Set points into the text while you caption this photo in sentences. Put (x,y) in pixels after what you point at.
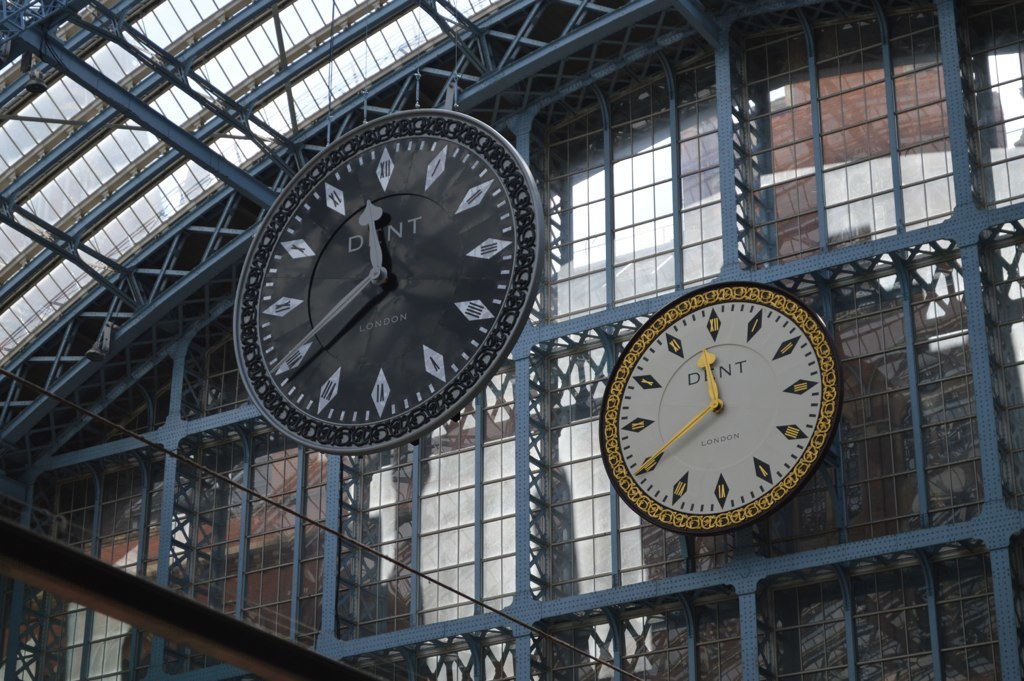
This picture shows a building (992,120) and we see a metal fence (961,147) and we see couple of clocks (720,380).
